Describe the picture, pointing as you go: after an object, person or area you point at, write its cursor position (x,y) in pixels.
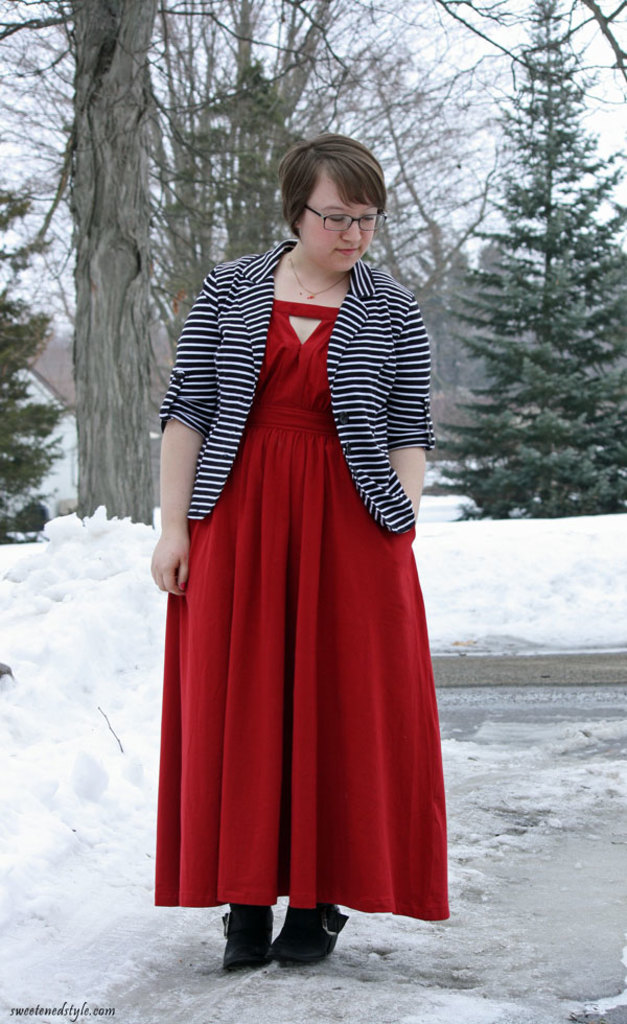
In this picture there is a woman (325,612) wearing red dress (316,574) and a jacket (408,408) is standing in a snow (284,901) and there are trees (344,96) in the background (345,124).
